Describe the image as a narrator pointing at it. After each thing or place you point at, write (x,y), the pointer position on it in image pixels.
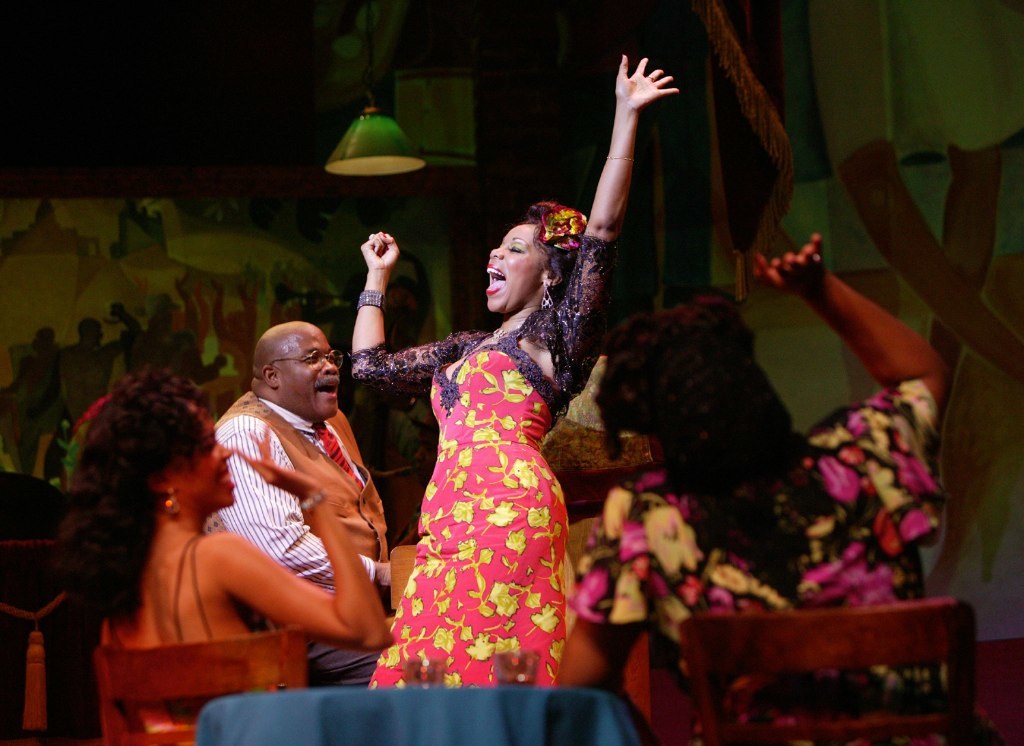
In this image we can see a woman (489,531) wearing red color dress (492,406) is standing here. This part of the image is blurred, where we can see people (839,551) sitting on chairs (792,618). The background of the image (944,106) is dark where we can see the wall (217,212) and the lamp (369,167).
